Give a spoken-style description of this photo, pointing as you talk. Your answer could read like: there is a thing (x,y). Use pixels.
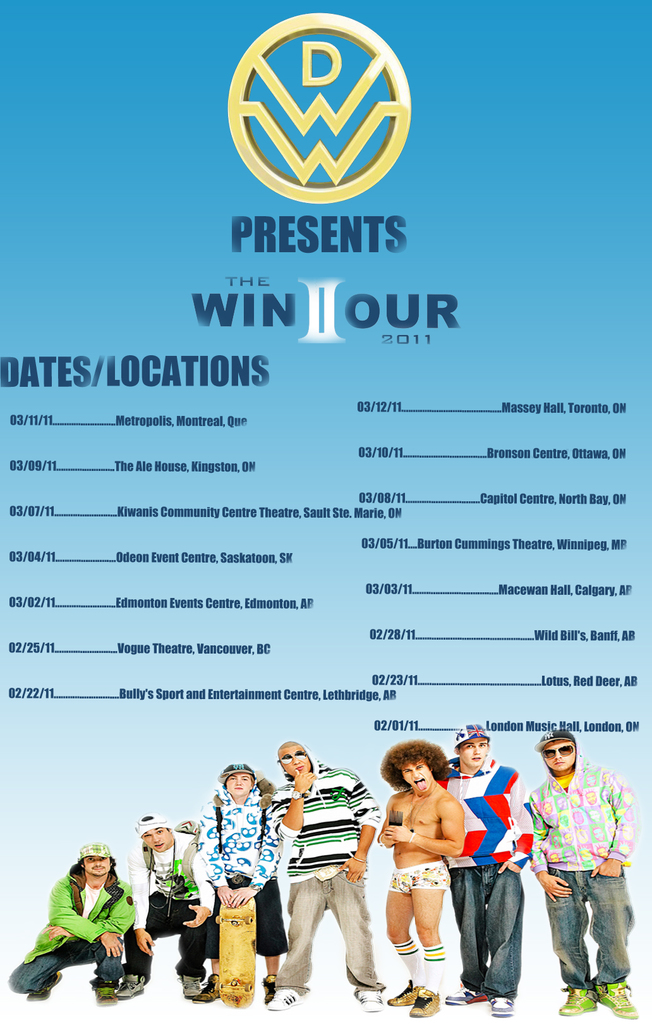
In this image we can see there is a poster (247,547) with some text (239,363), logo (349,104) and a few people (298,884).
